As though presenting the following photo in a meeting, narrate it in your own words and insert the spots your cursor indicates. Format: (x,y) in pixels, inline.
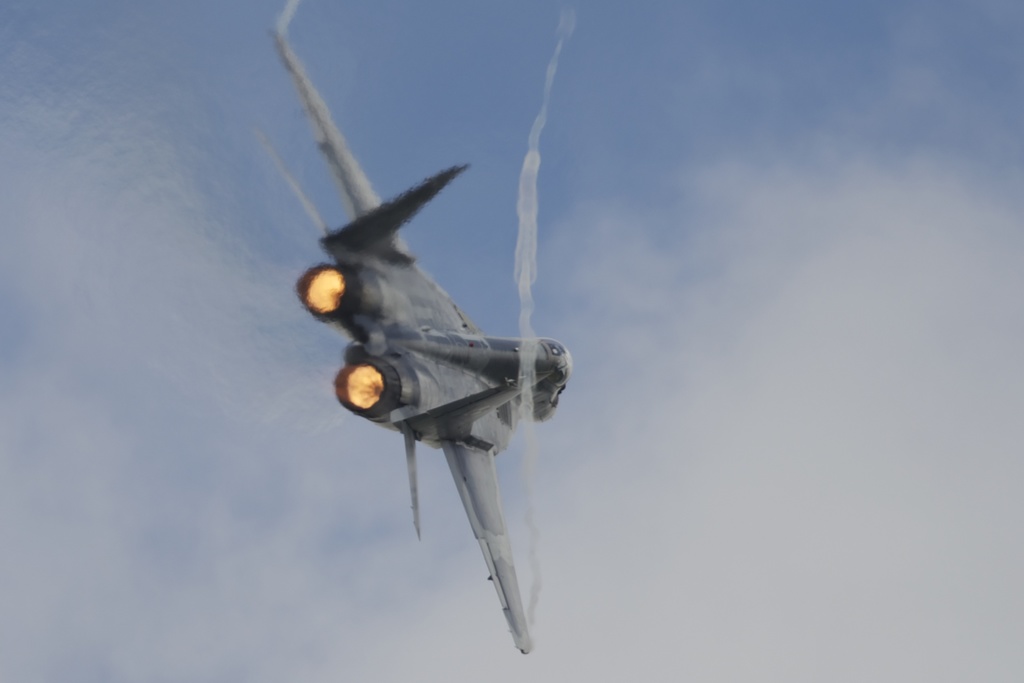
In this picture we can see an airplane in the air (655,120) and smoke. In the background of the image (679,462) we can see the sky (624,537) with clouds (603,414).
